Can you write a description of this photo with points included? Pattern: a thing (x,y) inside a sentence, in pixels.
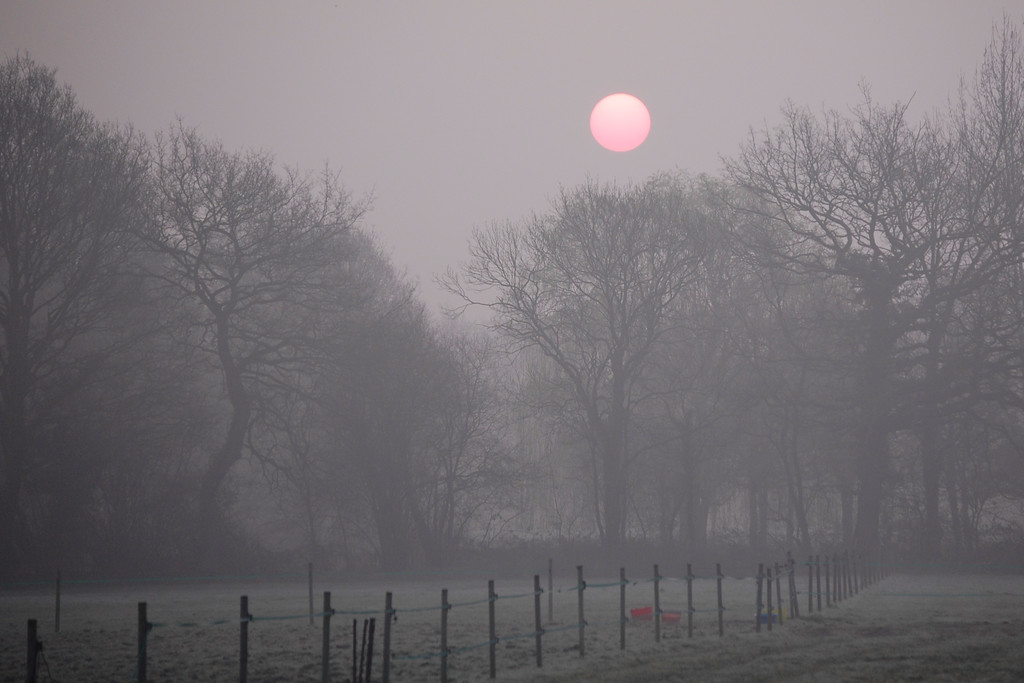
In this image I can see ground (524,587), number of poles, number of trees (636,458) and the sun (644,106) in background (639,115).
